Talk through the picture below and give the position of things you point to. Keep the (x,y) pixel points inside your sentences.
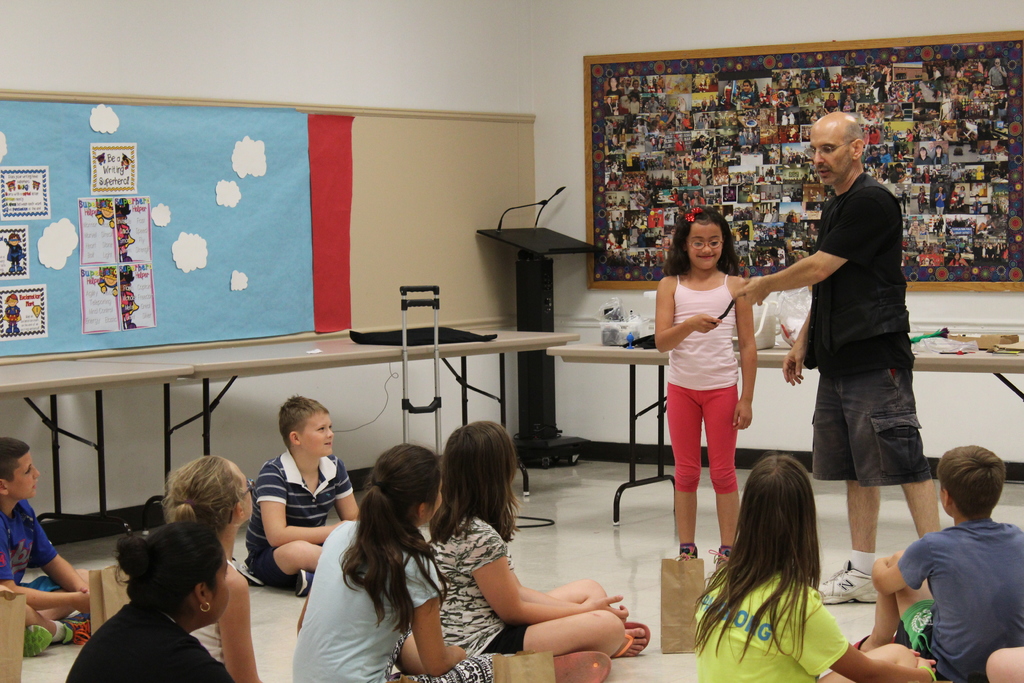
In the foreground of this image (641,604), at the bottom (351,609), there are people (188,604) sitting on the floor (654,655) and there are bags (667,591) in front of them. On the right (855,414), there is a man (816,299) standing, beside him, there is a girl (715,330) standing and holding a black color object (728,311). In the background (600,320), there are few objects (955,340) on the tables (309,342) and few boards (710,115) on the wall (320,65).
